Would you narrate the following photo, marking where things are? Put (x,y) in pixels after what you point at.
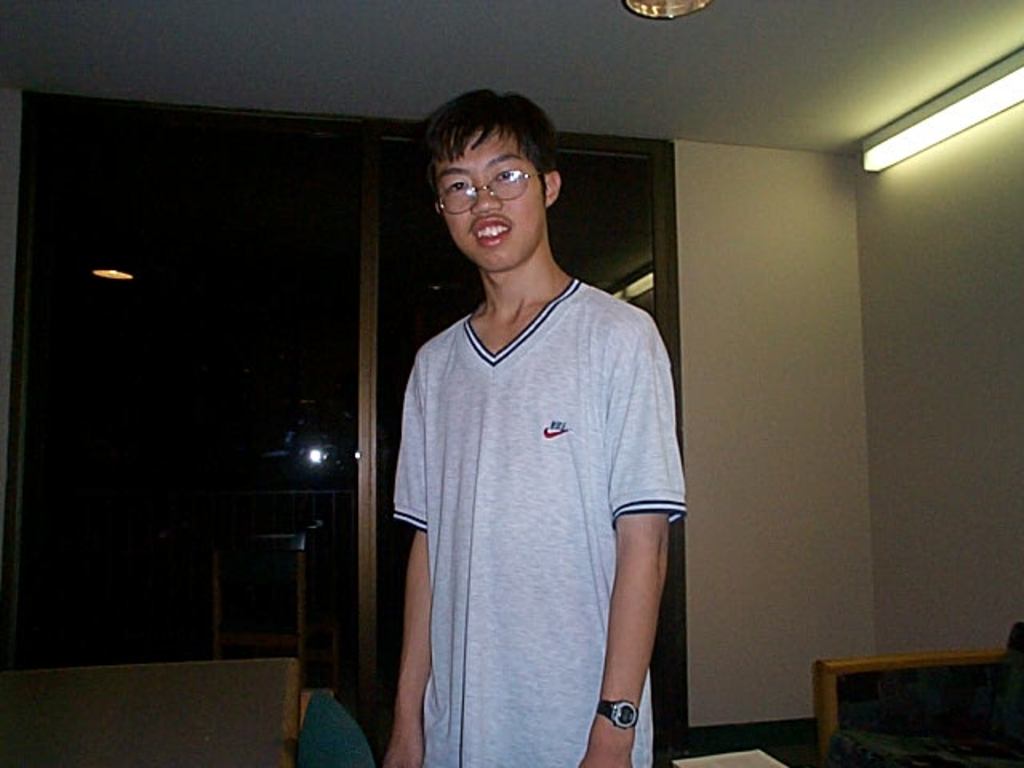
In the foreground of this image (509,488), there is a men (505,457) in ash T shirt (556,515) and on right (950,701) there is a couch (912,706), a wall (915,265) and the light (929,107). On left (162,642) there is a couch (143,712), a glass door (110,355) and a light (117,277) in the background (110,271). On top (641,41), there is a ceiling (506,34).
